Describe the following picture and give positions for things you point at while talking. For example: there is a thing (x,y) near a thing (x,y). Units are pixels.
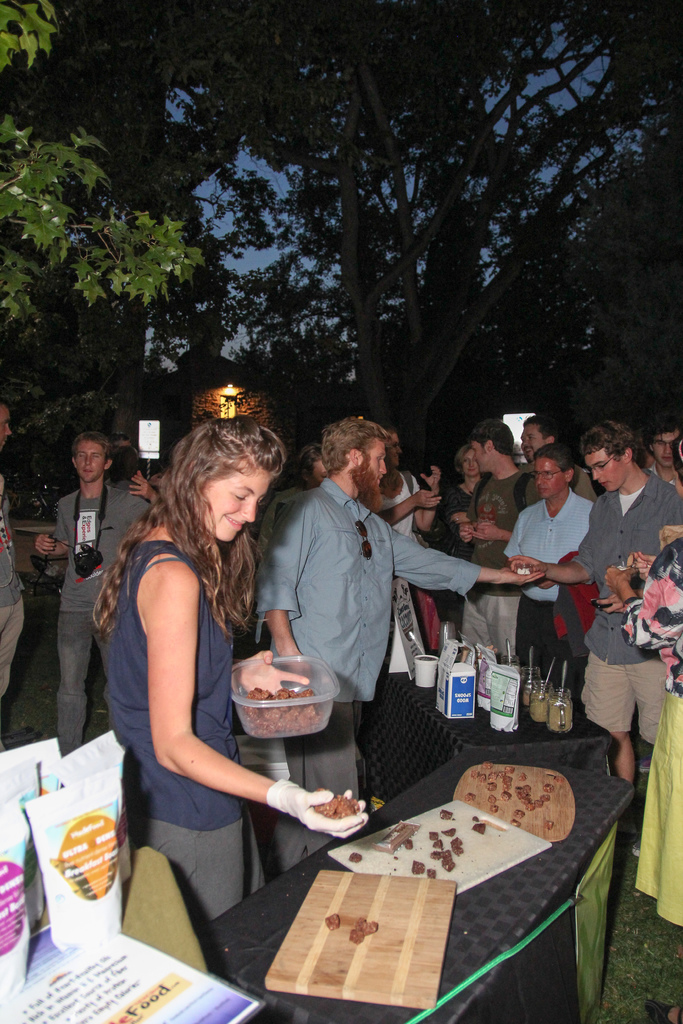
In the middle of the image (408,492) few people (646,639) are standing. Bottom right side of the image (481,726) there is a table (585,830) on the table (292,1002) there are some products (471,669). Bottom left side of the image (84,764) there are some products (110,768) on the table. At the top of the image (354,62) there are some trees (426,110).
